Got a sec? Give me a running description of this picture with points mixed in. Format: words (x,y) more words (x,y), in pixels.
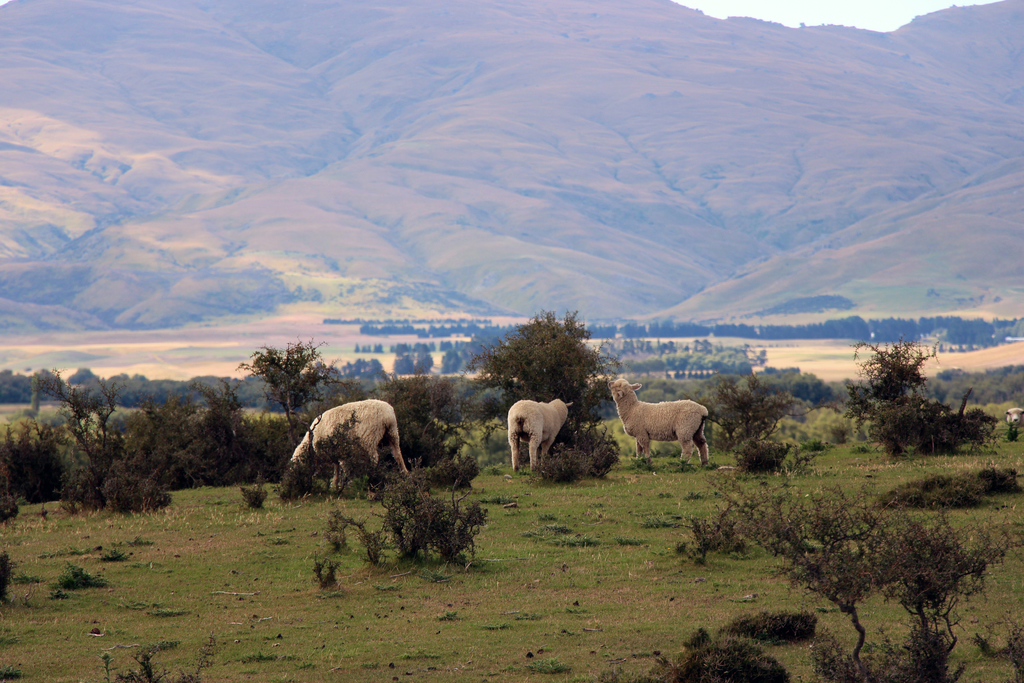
In this picture we can see three animals (385,433), plants (267,460) and the grass (197,644). In the background (787,389) we can see trees (784,376) and mountains (553,154).
